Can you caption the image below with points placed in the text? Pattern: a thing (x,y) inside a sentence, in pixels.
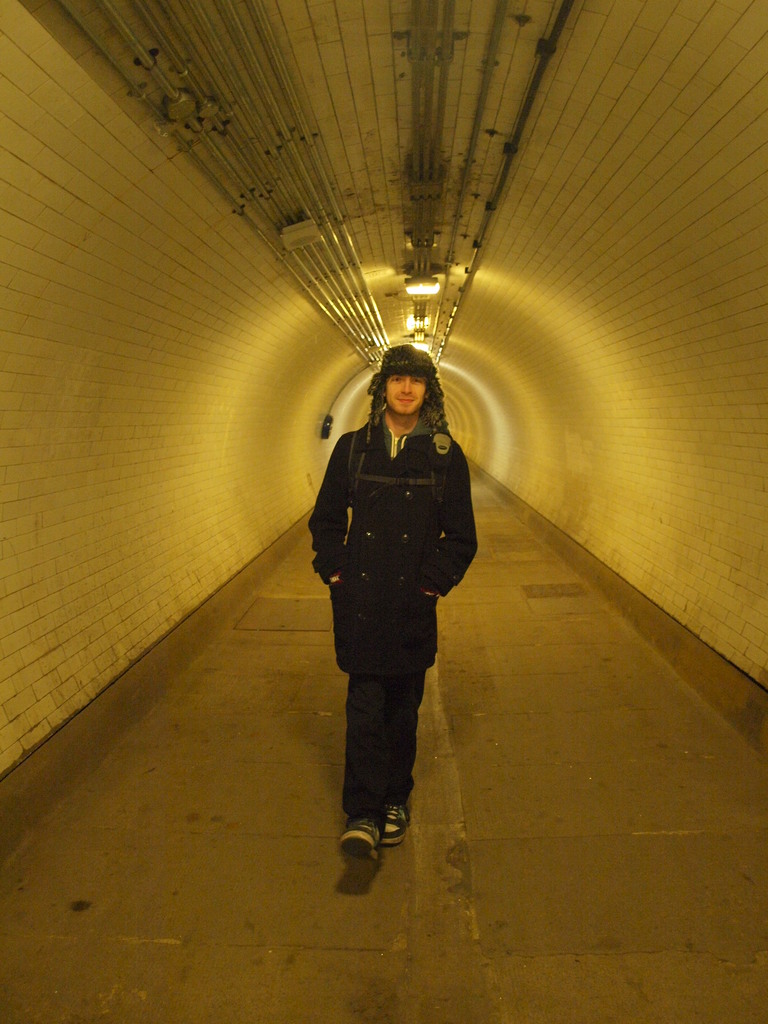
In this image there is a person (360,611) walking on the road (266,841) beside him there are walls (10,607).
